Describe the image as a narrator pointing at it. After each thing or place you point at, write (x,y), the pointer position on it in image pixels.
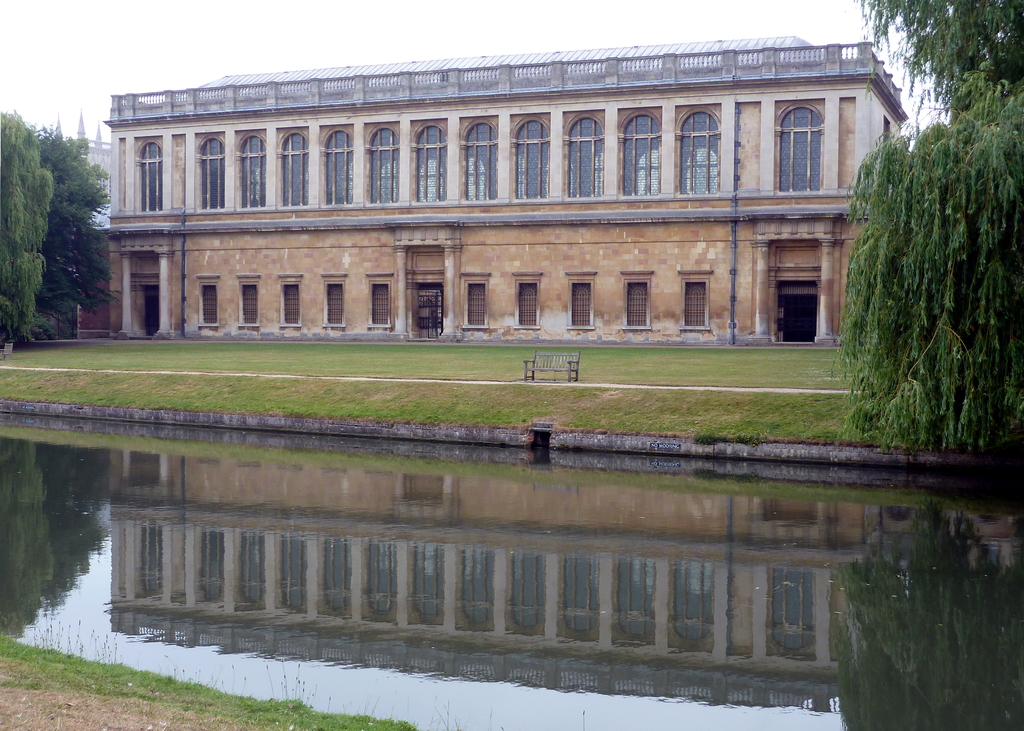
In this we can see a bench (553,366) on the path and in front of the bench (549,352) there is water (482,531) and behind the bench (537,358) there are buildings (269,224), trees (888,210) and sky (350,26).
